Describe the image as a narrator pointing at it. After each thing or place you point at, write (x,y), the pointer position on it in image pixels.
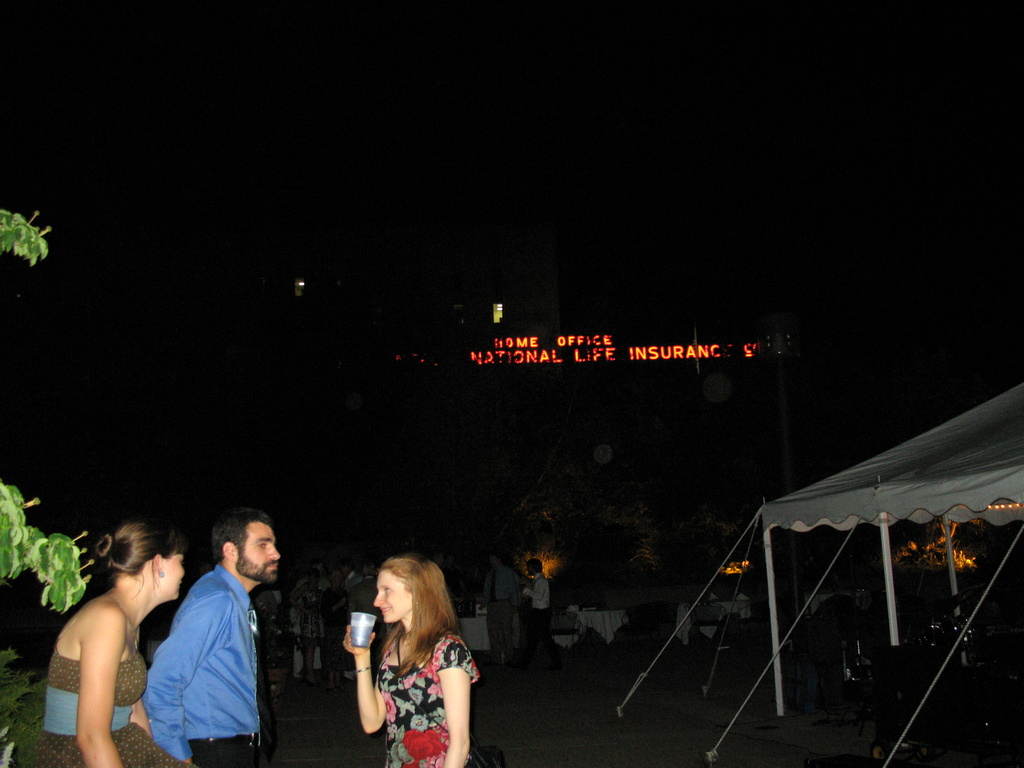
In this image we can see there are a few people (233,642) standing on the ground (616,648) and there is the person (419,634) holding a cup (365,637) and there are leaves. And at the right side (970,473), we can see the tent (963,452), under the tent (957,486) there are few objects (971,670). At the back (605,634) there are tables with a cloth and we can see the building (515,356) with text (617,353).
